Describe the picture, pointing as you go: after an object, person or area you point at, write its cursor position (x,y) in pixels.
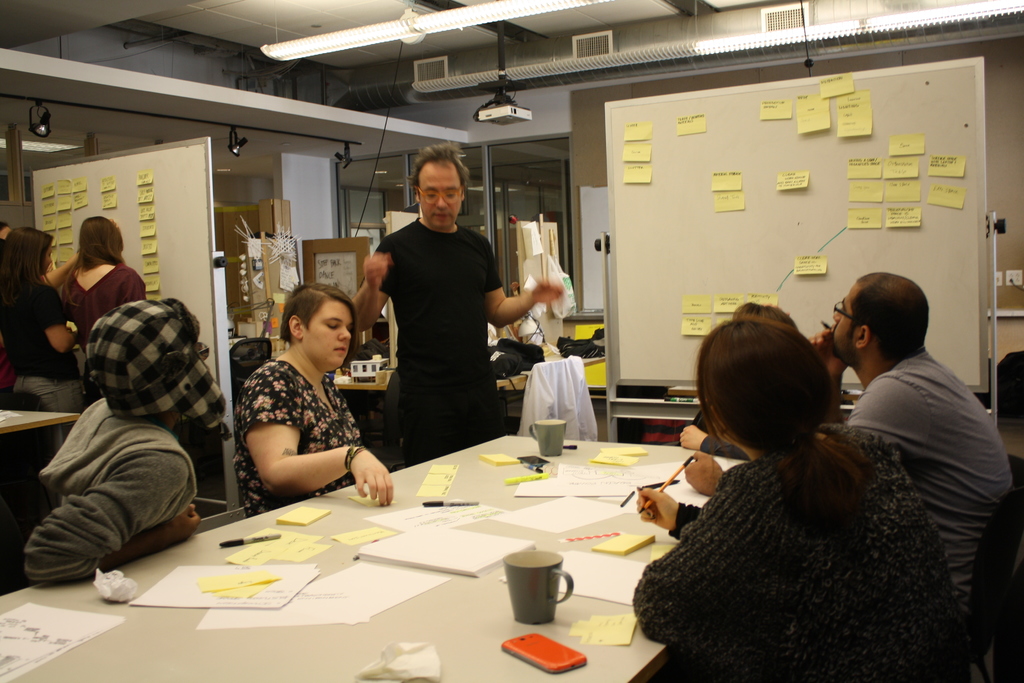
In the image we can see there are people (281,388) who are sitting on chair (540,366) and there are few people (371,264) who are standing.
